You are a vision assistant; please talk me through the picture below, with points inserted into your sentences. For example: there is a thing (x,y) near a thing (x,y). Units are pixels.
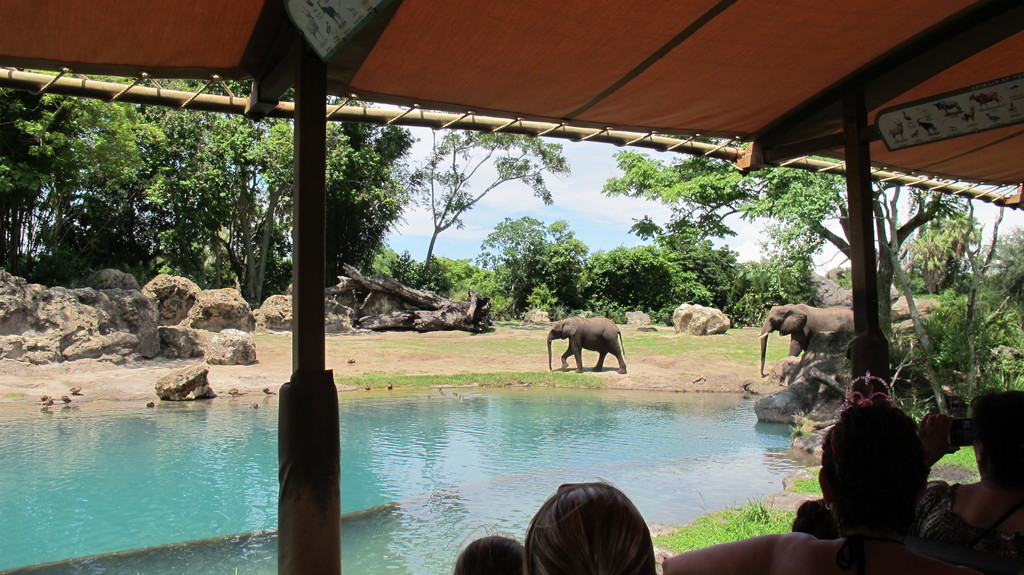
In the image we can see there are two elephants (783,317), there are the stones (182,301), trees (183,193), sky (540,198), water (526,432), grass (752,518) and there are people (807,521) wearing clothes (936,525). This is a pole (296,270) and this is a tent (602,57).
